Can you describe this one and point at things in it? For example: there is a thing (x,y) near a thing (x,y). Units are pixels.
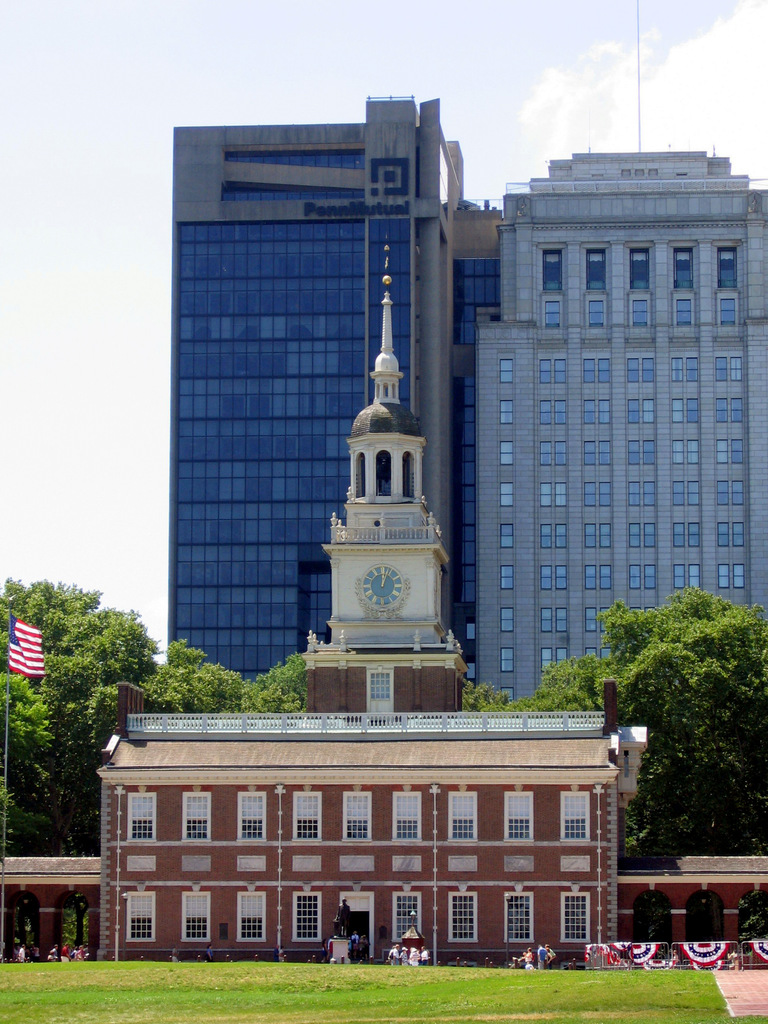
In this image there is a grassland (386,994), in the background (287,940) there is a flag pole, buildings (101,913), trees (281,669) and the sky (158,186).
